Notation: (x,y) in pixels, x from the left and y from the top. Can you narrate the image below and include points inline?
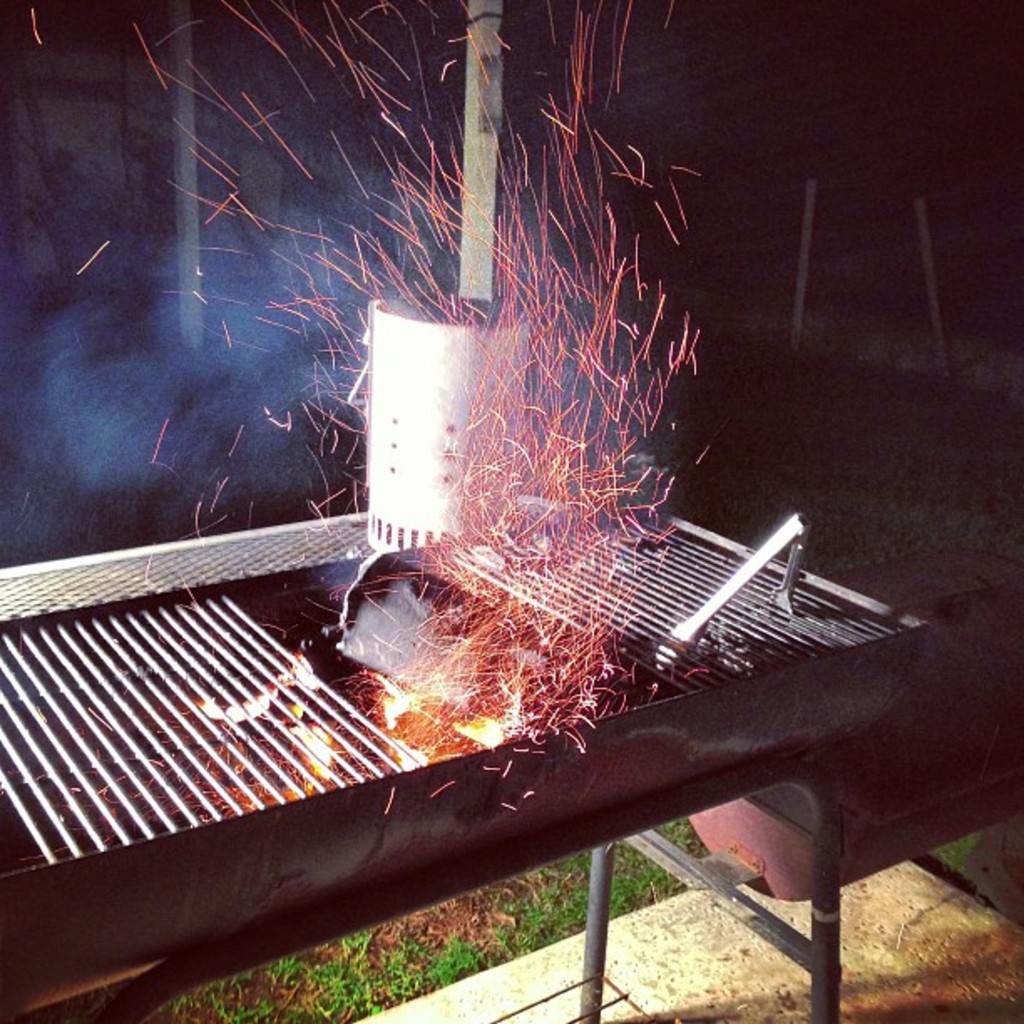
In this image, we can see a barbecue (821,750), flames (463,688), and tongs (671,650). At the bottom (467,910), we can see grass (532,931), rods (829,947) and surface (870,926). Background (1009,152) it is dark. Here we can see poles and object (457,388).
